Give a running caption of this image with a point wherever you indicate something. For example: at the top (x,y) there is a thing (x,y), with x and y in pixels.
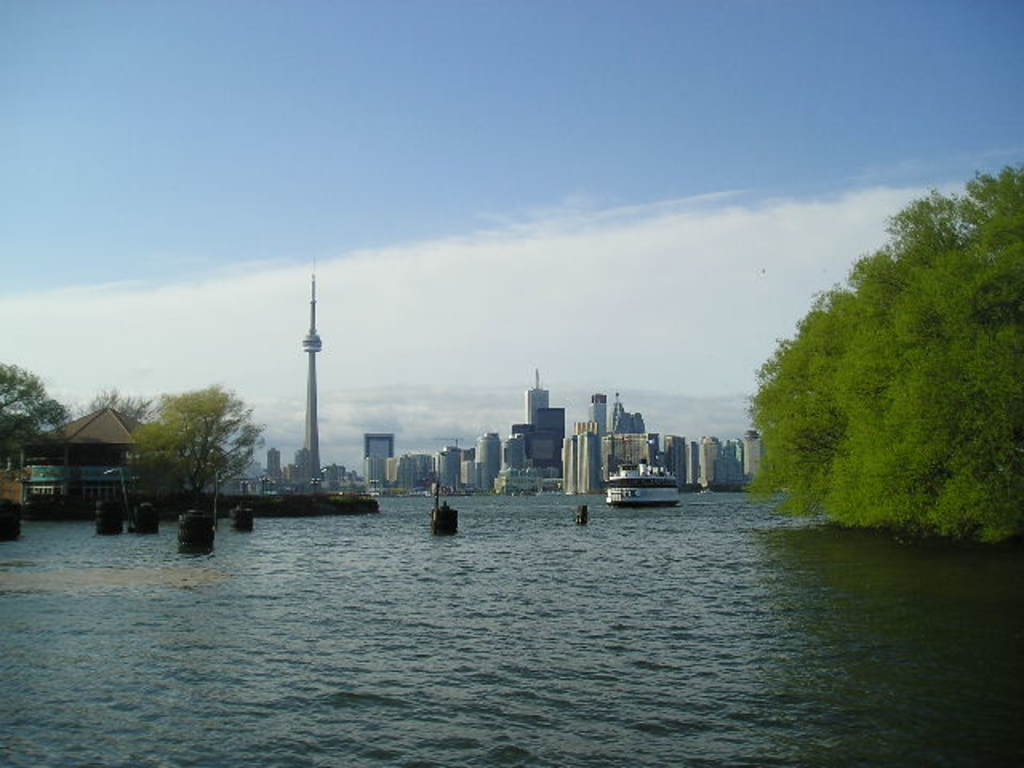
This picture is clicked outside the city (591,490). In the foreground (607,496) we can see the ship (648,474) and some other objects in the water body (750,625). In the center (526,444) we can see the trees (961,485), buildings (477,446), skyscrapers (271,471) and a tower (313,417) and on the left (109,463) there are some objects (132,458). In the background (588,221) there is a sky (587,347).
